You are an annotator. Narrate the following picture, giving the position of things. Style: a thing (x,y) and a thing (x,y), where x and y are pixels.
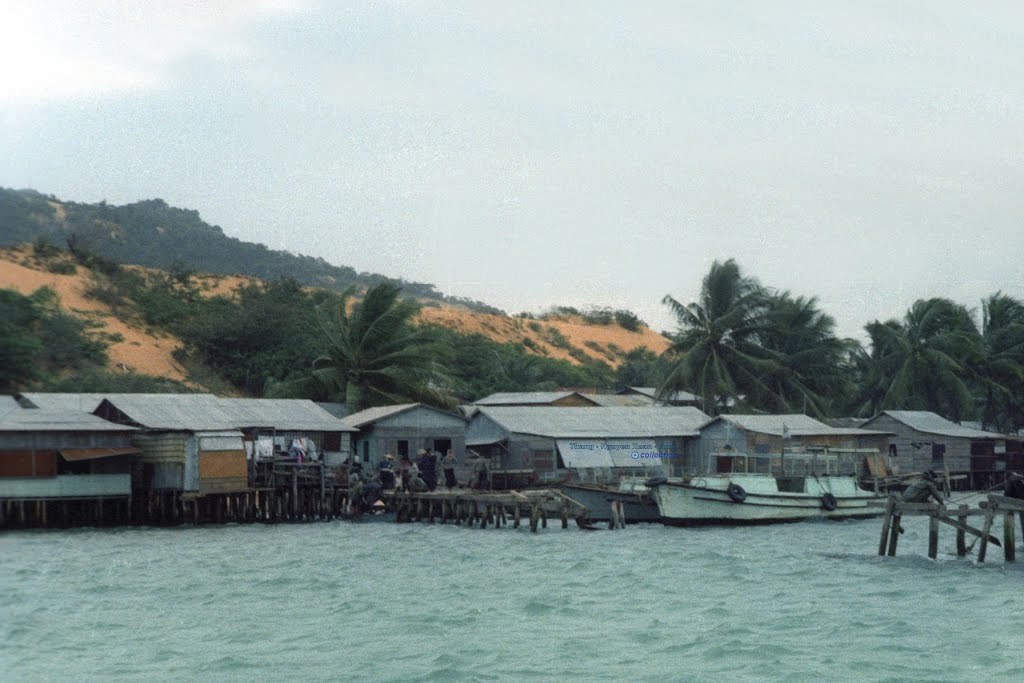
In this image we can see the water (799,622) and there are some huts (915,459) and we can see a boat (749,511) on the water (804,641). In the background (578,366), we can see some trees (521,367) and the hills (137,310) and we can see the sky (163,160) at the top (455,121).
